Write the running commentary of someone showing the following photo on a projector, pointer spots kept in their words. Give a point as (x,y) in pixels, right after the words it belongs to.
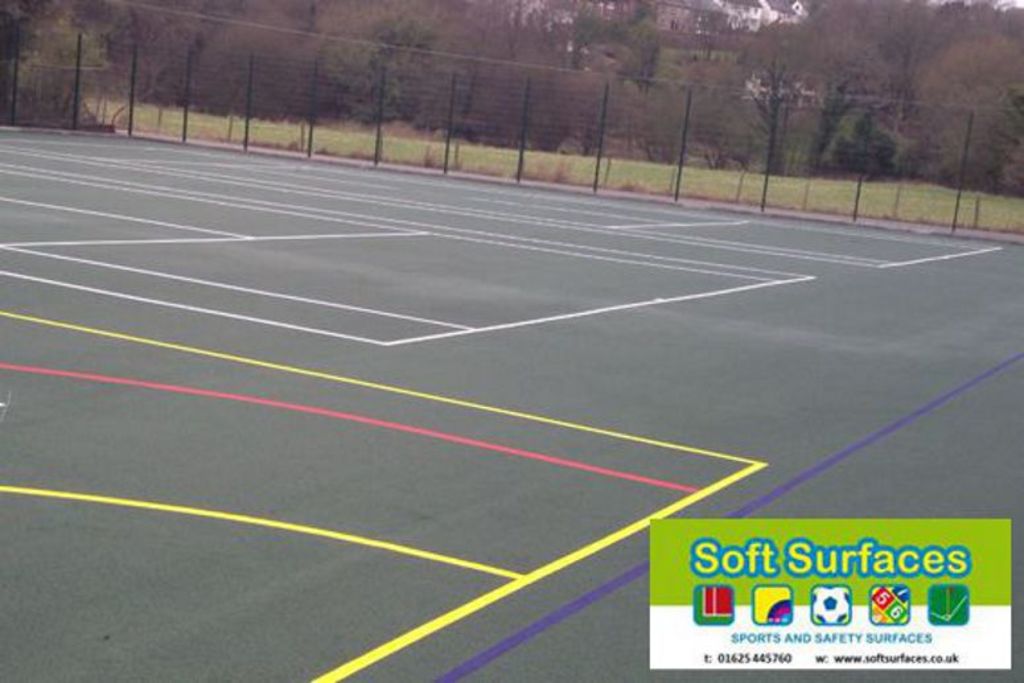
In this image I can see the ground (508,378) and few lines (445,334) on the ground (408,312) which are white, red, yellow and purple in color. In the background (814,129) I can see the fencing (442,106), few trees (320,53) which are green and brown in color and few buildings (737,1).
